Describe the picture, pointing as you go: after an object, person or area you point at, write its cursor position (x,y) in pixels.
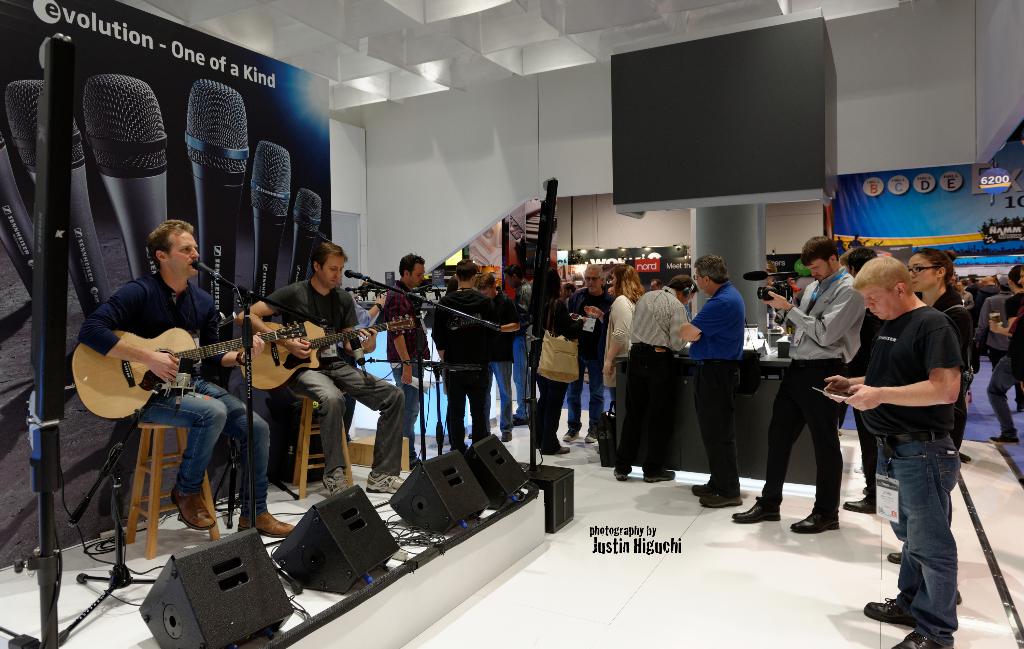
Two men (179,261) are playing guitar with a mic (203,268) in front of them. There are some people (397,308) gathered around them at a trade show.
